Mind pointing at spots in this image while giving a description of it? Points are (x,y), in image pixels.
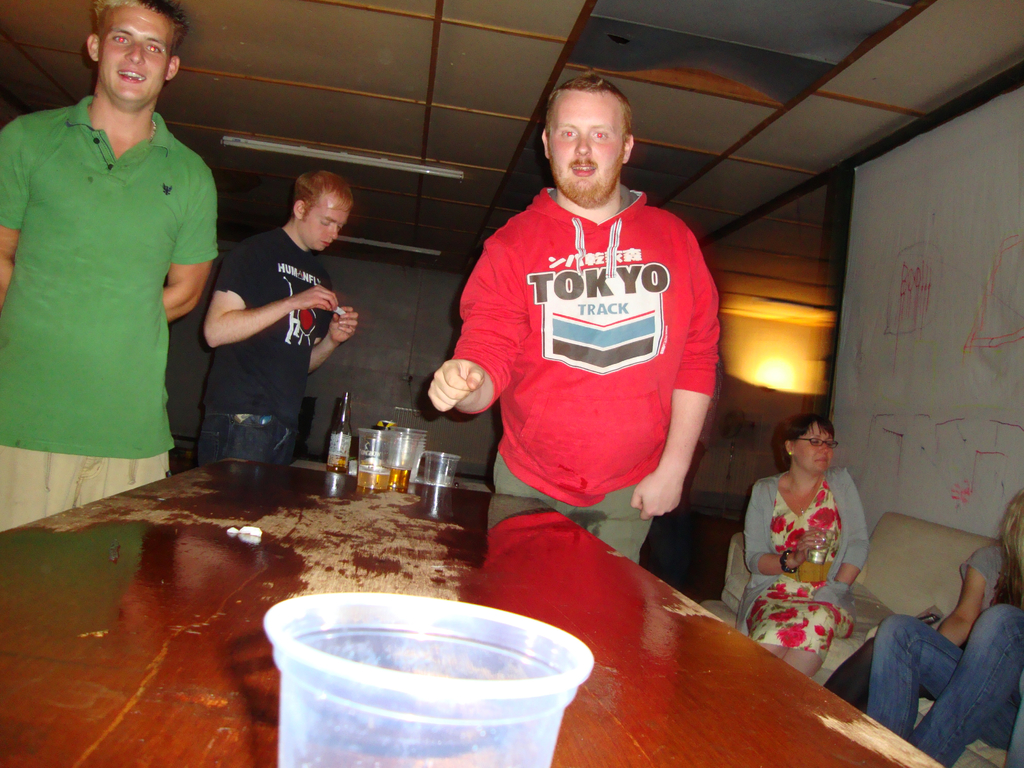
In this picture there are men (80,361) standing and there are two people (844,590) sitting on a sofa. We can see glasses (372,463) and bottle (351,440) on the table (345,506). In the background of the image (834,324) we can see light (776,389) and wall (751,385). At the top of the image (479,88) we can see ceiling (472,148) and lights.
